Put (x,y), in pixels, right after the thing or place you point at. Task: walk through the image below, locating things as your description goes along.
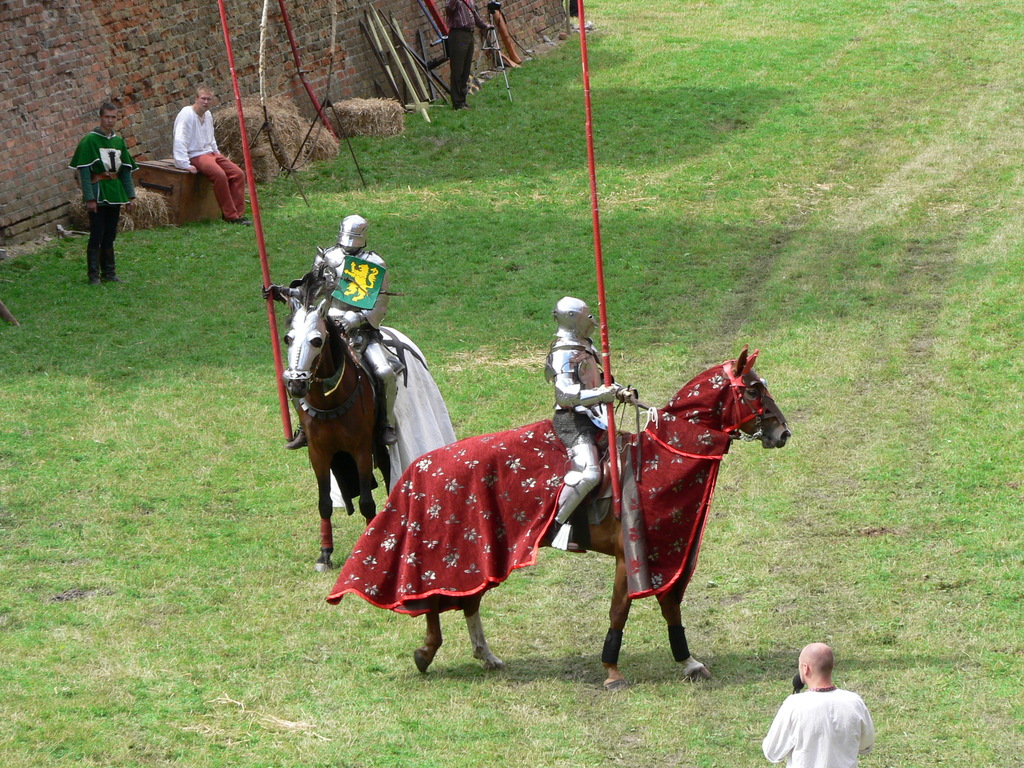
There are two people (353,321) sitting on a horse (734,388) separately. They are holding a wooden stick (595,247) in their hand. There is a person (237,216) who is sitting on a wooden block (176,179). There is a person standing on the left side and observing these people (585,409).
